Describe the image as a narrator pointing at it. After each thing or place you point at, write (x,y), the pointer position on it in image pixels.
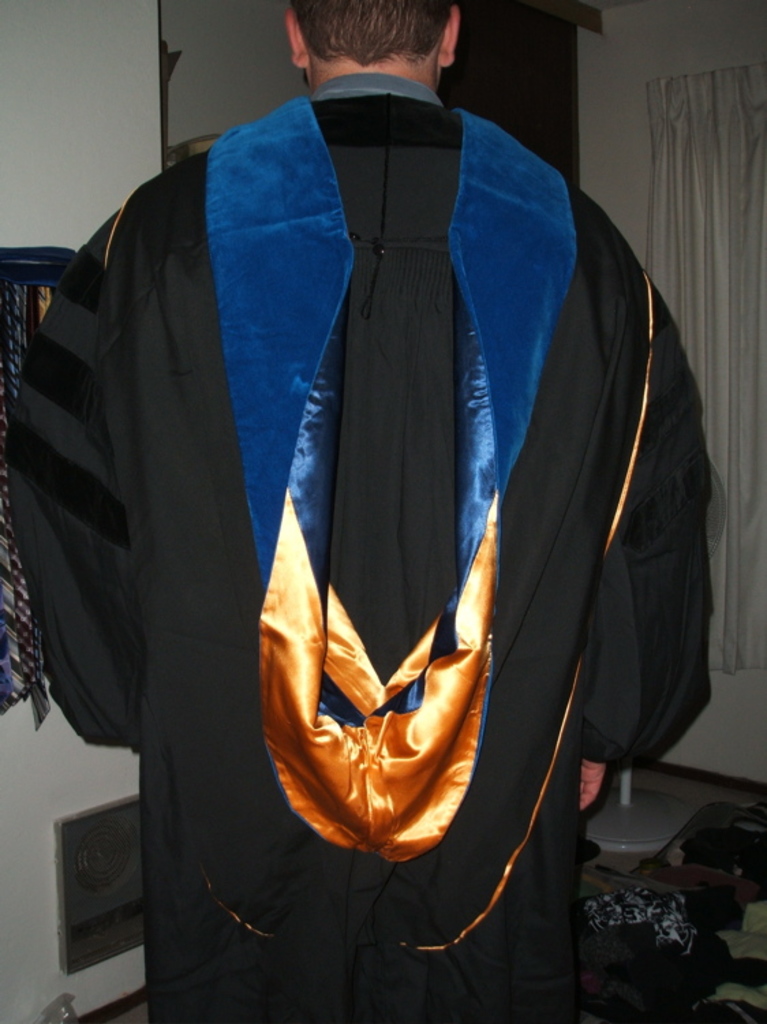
In the center of the image (428,397) a man (441,316) is standing and wearing graduation dress (363,356). In the background of the image (294,85) we can see wall (645,123), curtain (725,213), door (539,60) are there. At the bottom right corner (672,930) some clothes (676,914), floor (670,789) are there. At the bottom left corner (109,920) vent (90,918) is there.
